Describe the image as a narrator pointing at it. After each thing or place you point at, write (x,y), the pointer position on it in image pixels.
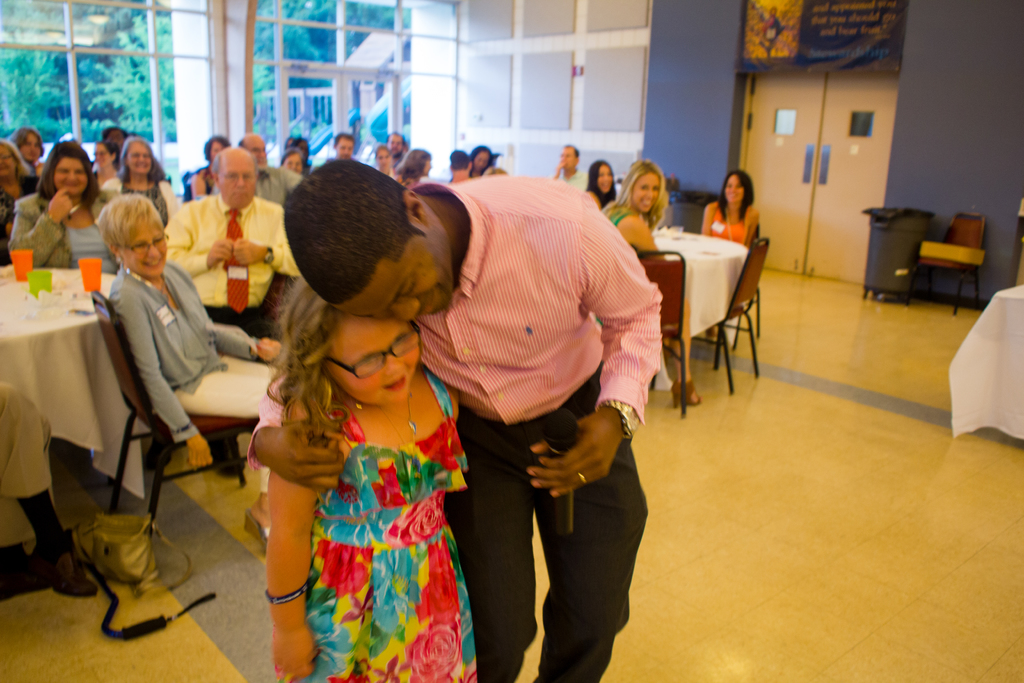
In this image there are group of people (220,207) sitting on a chair (121,328), person (557,340) in front (549,472) is standing holding a mic (566,428) and is hugging a girl (401,476) with a smiling face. Woman (180,334) sitting on chair (135,377) is looking at these people (355,315) and is having smile (151,259) on her face (154,274). In the background (198,72) there is a window (162,74) with glass (162,74) and outside the window (139,84) there are some trees (127,66).
